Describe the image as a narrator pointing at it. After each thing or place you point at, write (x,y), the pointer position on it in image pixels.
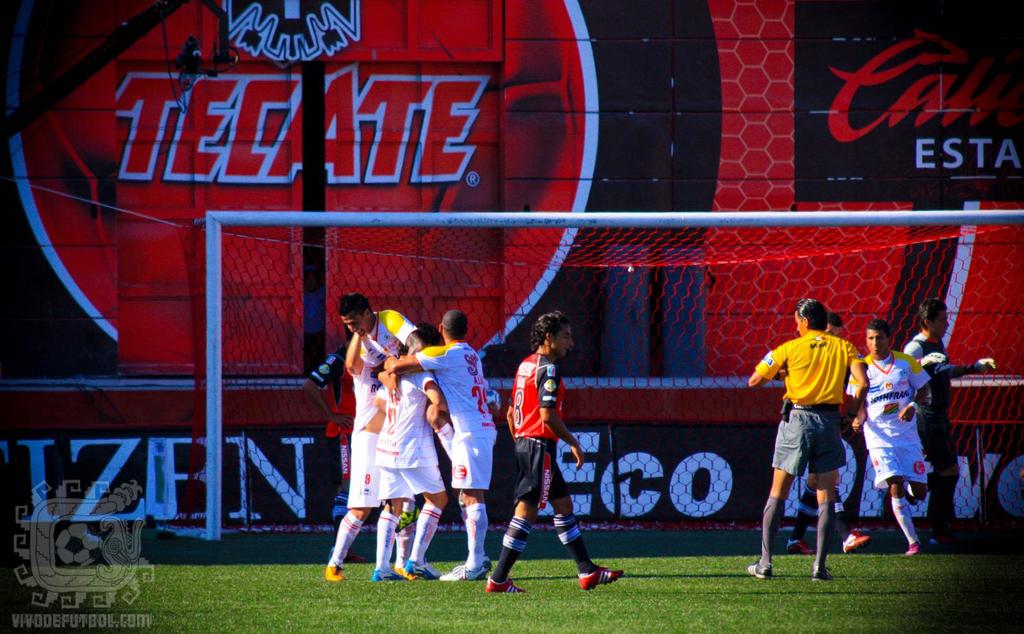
In this picture we can see some people (484,474) are on the grass (659,594), side we can see net (267,283) and we can see banner (975,169).
